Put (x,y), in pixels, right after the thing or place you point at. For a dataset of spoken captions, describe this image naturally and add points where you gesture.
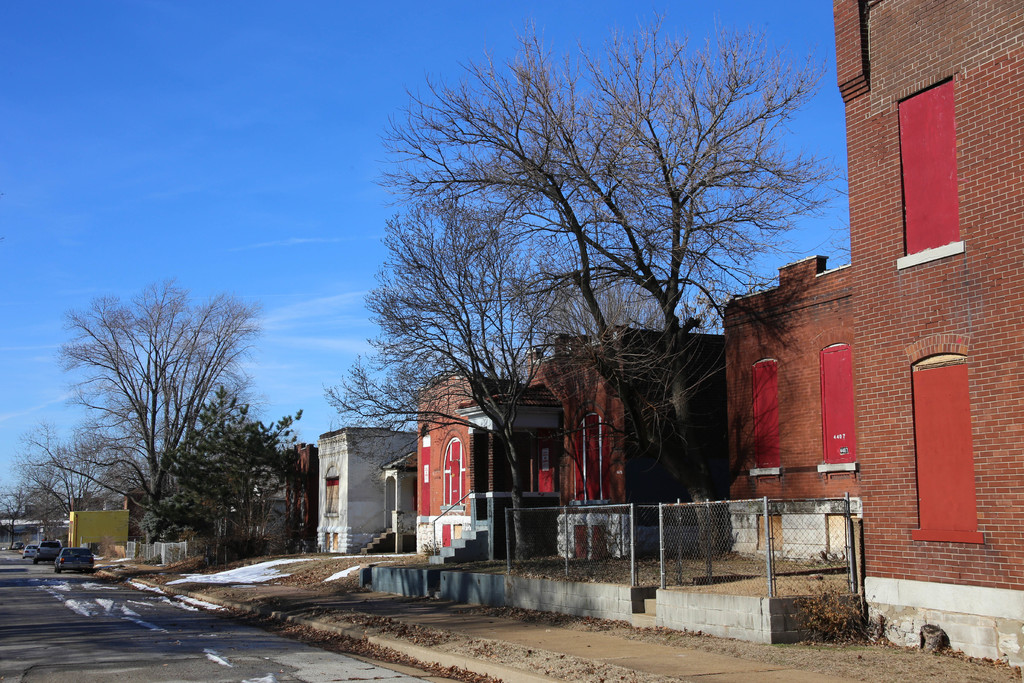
In this image, I can see the buildings (407,478), trees (254,512), fence (561,529) and there are vehicles (84,559) on the road (161,637). In the background (299,207), there is the sky (274,126).
